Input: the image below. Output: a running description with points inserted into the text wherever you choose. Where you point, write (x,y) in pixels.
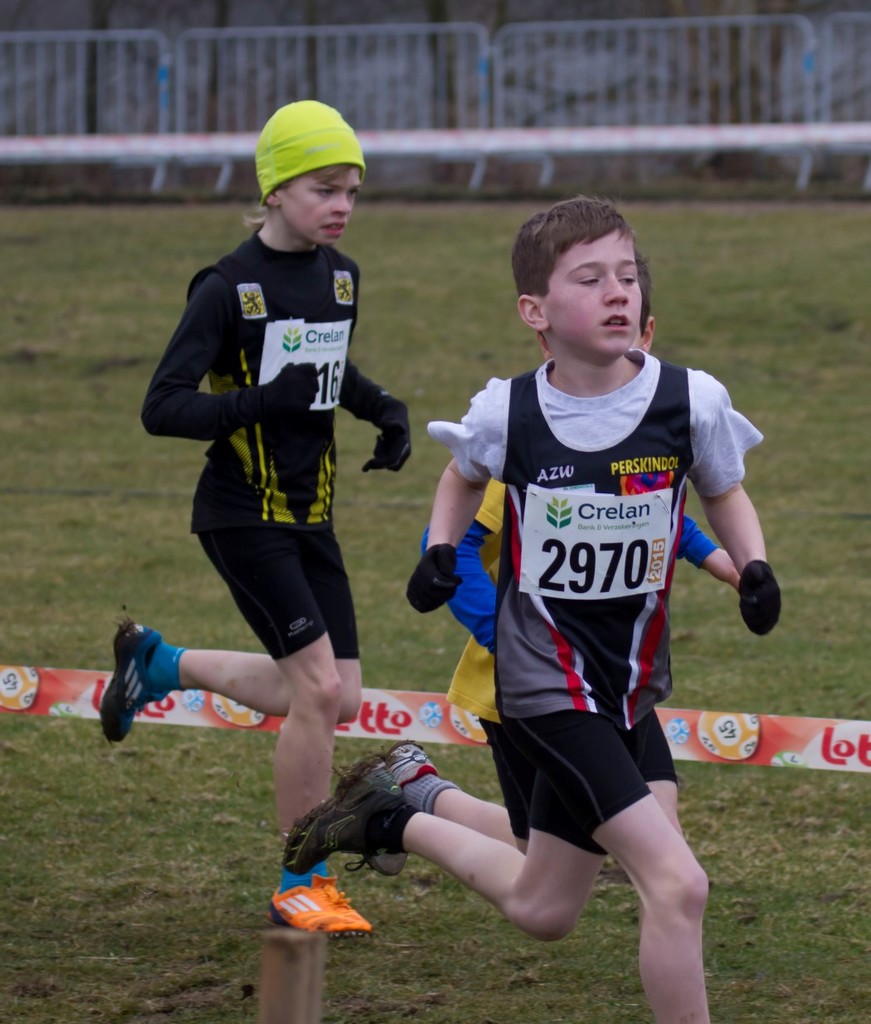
In this image in the center (471,479) there are kids (440,491) running and there is a banner (827,736) with some text (732,726) written on it and there is grass (171,457) on the ground (811,461). In the background (207,80) there is a fence (370,88).
